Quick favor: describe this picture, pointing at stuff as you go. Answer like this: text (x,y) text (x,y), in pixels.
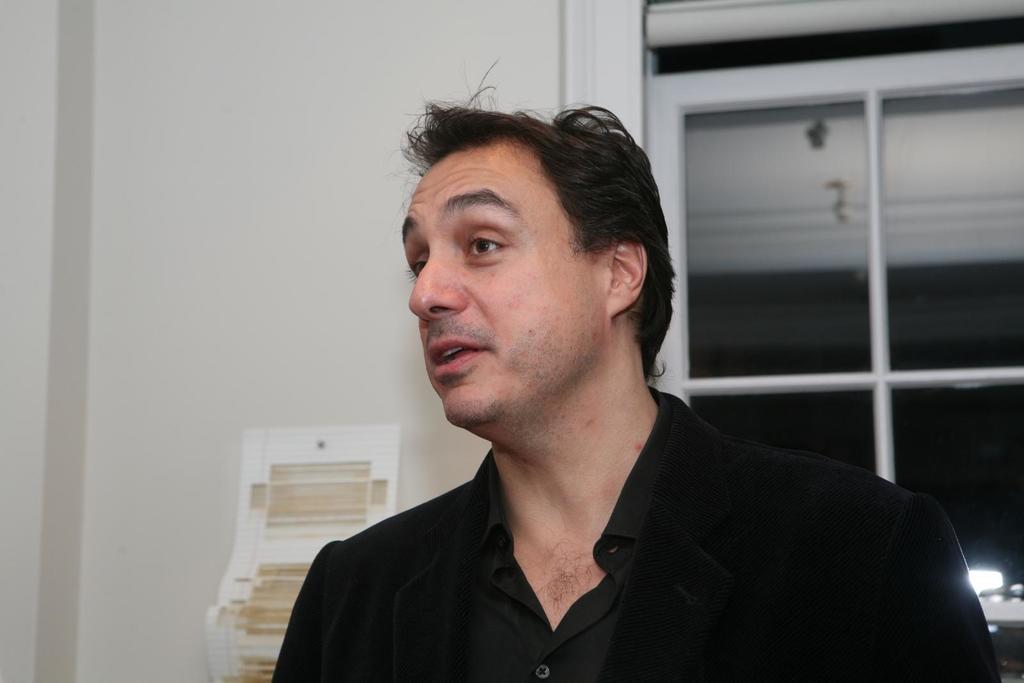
in this image I can see a person (529,454) wearing a black color shirt (621,504) and on the left side (328,88) I can see a white color wall (344,209), on the right side (938,124) I can see a window (822,442).
